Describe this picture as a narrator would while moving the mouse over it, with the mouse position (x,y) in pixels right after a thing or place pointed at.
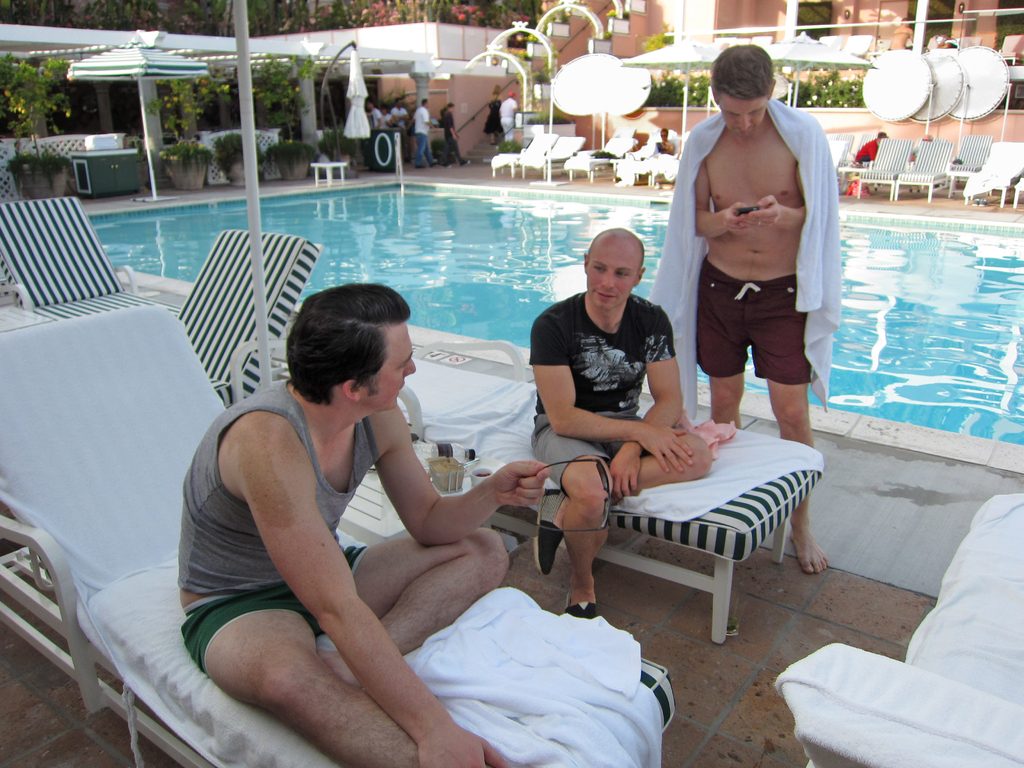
In this picture we can see two friends (305,569) are sitting on the relaxing chairs (537,616) and discussing something. Behind there is a man (783,262) who is looking into the phone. In the background (481,220) there is a swimming pools (500,206) and some relaxing chairs (540,163).
